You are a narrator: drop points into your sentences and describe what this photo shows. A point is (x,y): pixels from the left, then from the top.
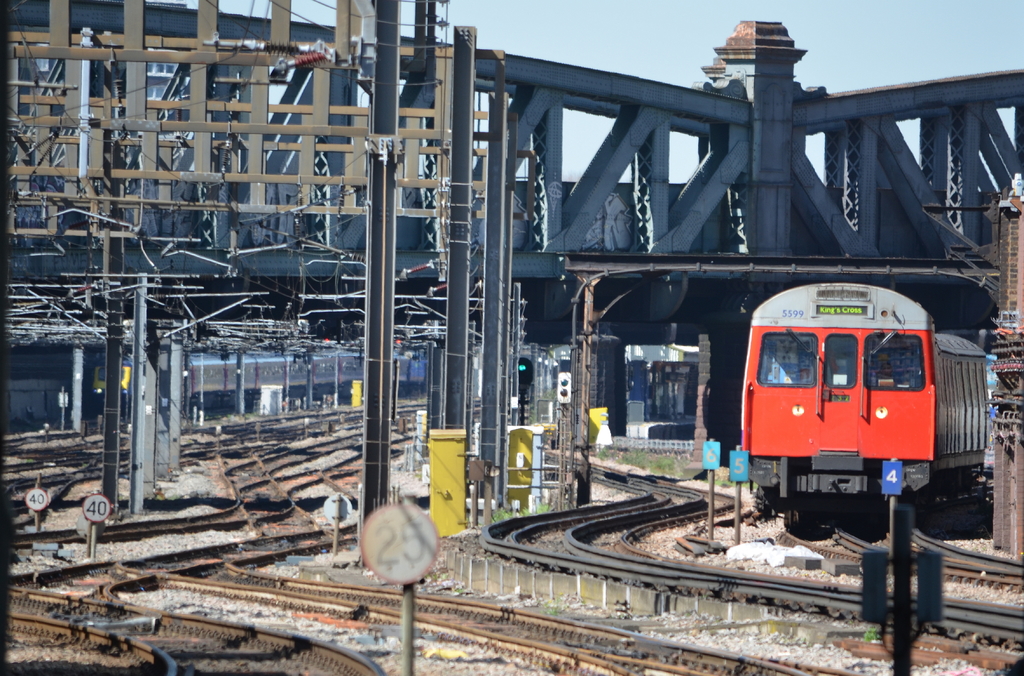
In this image we can see railway tracks (504,631). Also there are boards (102,516) with numbers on poles (93,531). And there are electric poles (454,314). Also we can see trains (321,383). And there are traffic signal (559,391) with poles (578,412). And there is a bridge (596,241) with railing (658,144). In the background (654,24) there is sky (852,50).
